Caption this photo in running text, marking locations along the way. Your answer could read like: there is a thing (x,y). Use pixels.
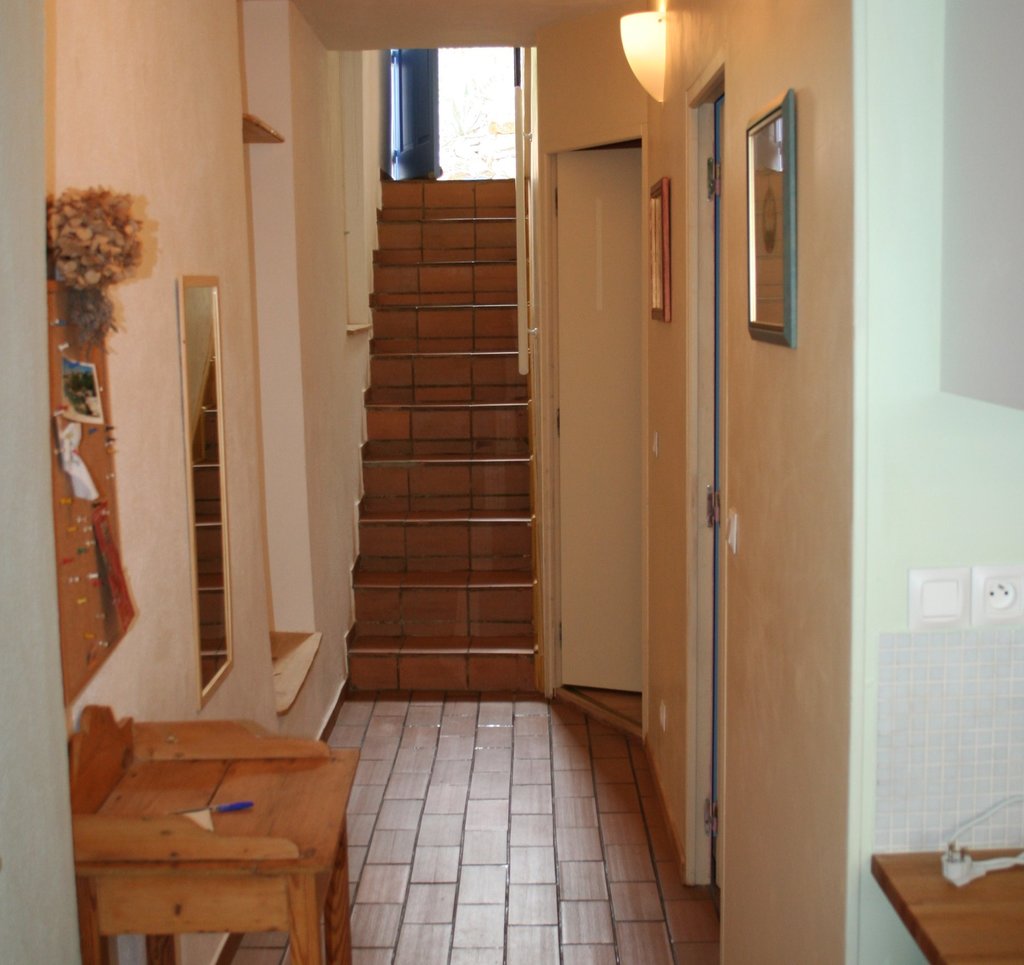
In this picture I can see the stairs (452,508). I can see the mirror (219,535). I can see photo frames (773,318) on the wall (748,471). I can see the table (234,854). I can see doors (579,458).
